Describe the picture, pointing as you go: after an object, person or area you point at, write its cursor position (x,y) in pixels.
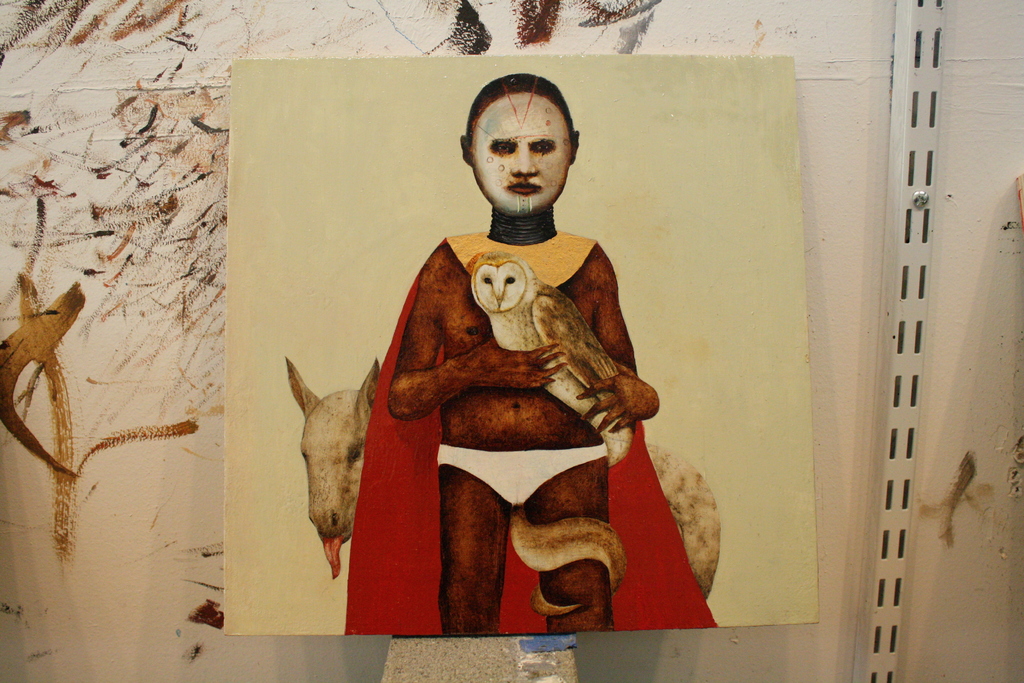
In this picture there is a painting (431,306) near to the wall (157,329). In that painting (397,312) we can see a person (612,411) who is holding an owl (571,390), backside of him there is a donkey (712,496). On the right (886,660) there is a steel rod (906,340) on the wall (950,177).
